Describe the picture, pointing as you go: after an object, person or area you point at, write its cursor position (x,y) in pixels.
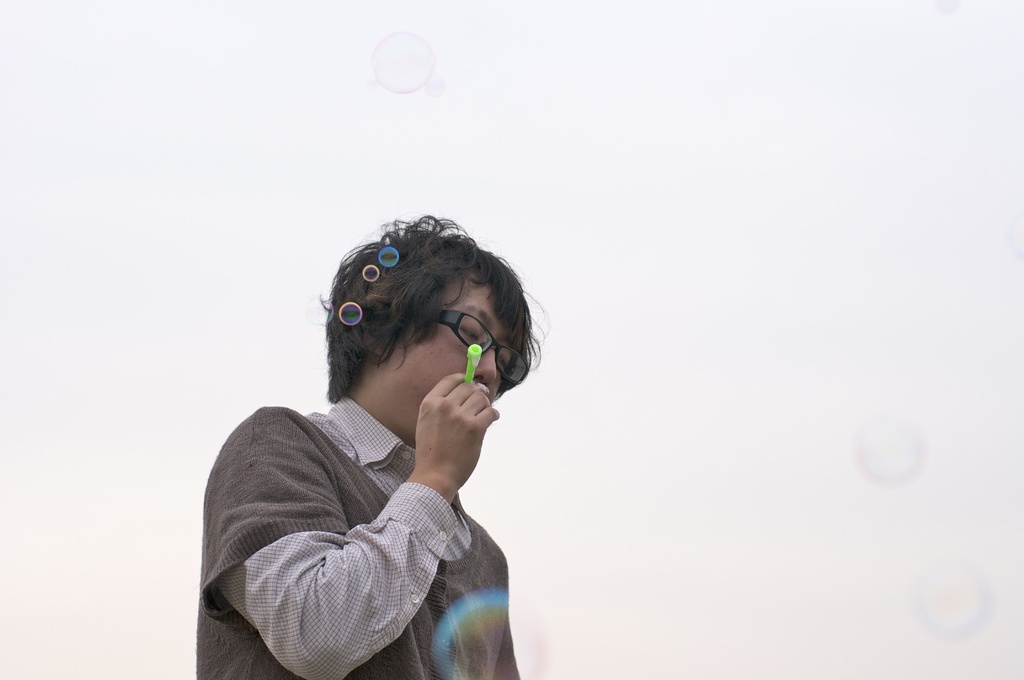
In this picture we can see a boy (310,562) wore a spectacle (501,357) and holding an object (474,353) with his hand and in the background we can see water bubbles (972,619).
